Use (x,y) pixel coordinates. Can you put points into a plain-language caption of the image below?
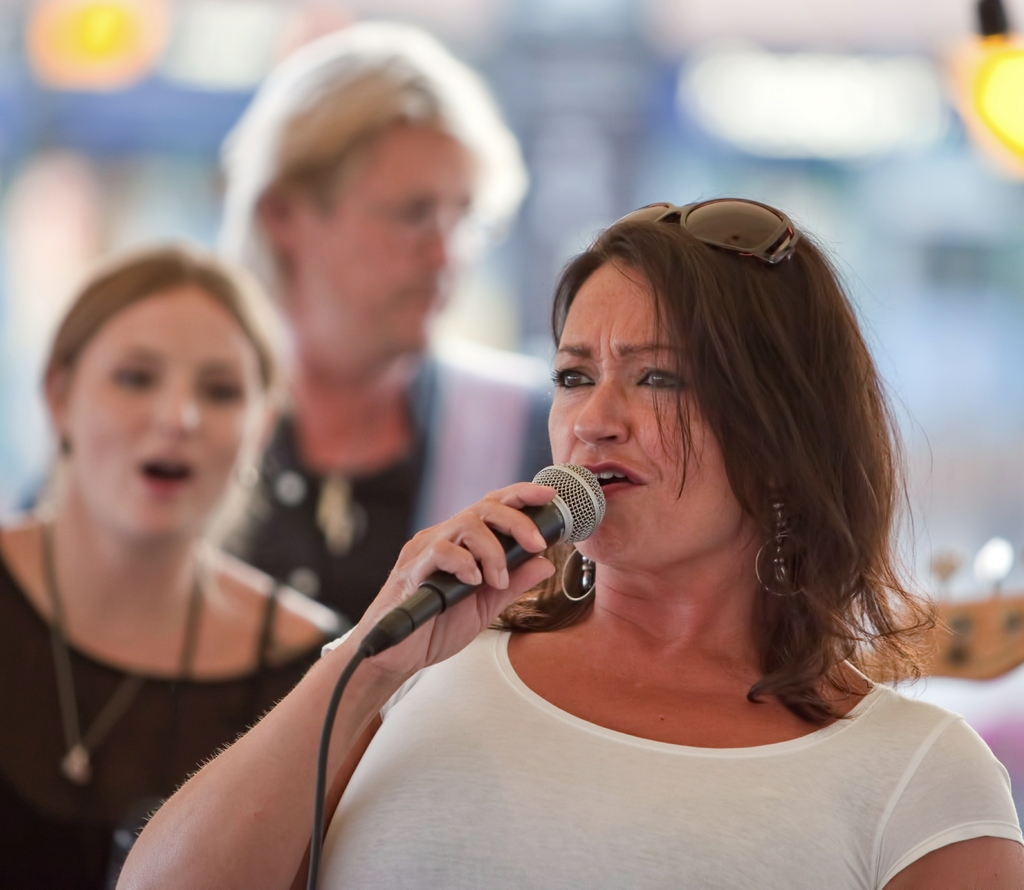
In this picture we can see woman (632,523) holding mic (364,641) in her hand (538,496) and talking and at back of her we can see a woman (176,258) and a man (415,249) and in background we can see lights (814,83) and it is blurry.
